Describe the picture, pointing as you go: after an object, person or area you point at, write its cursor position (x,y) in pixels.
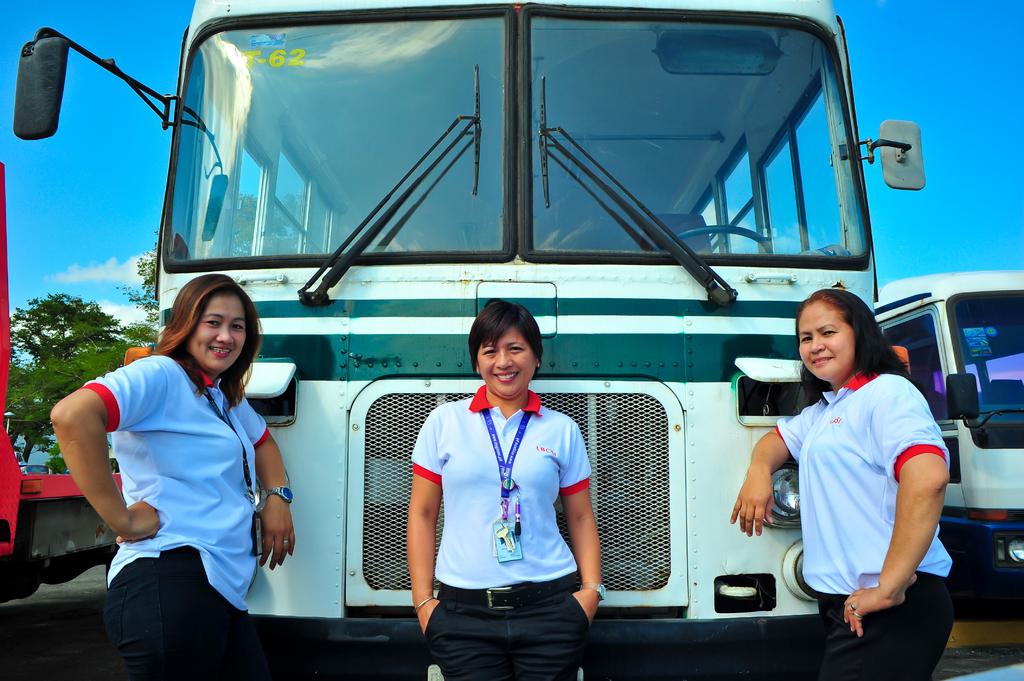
In this image we can see three women (511,666) and they are smiling. In the background (378,432) we can see vehicles (479,9), trees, and sky (18,211) with clouds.
